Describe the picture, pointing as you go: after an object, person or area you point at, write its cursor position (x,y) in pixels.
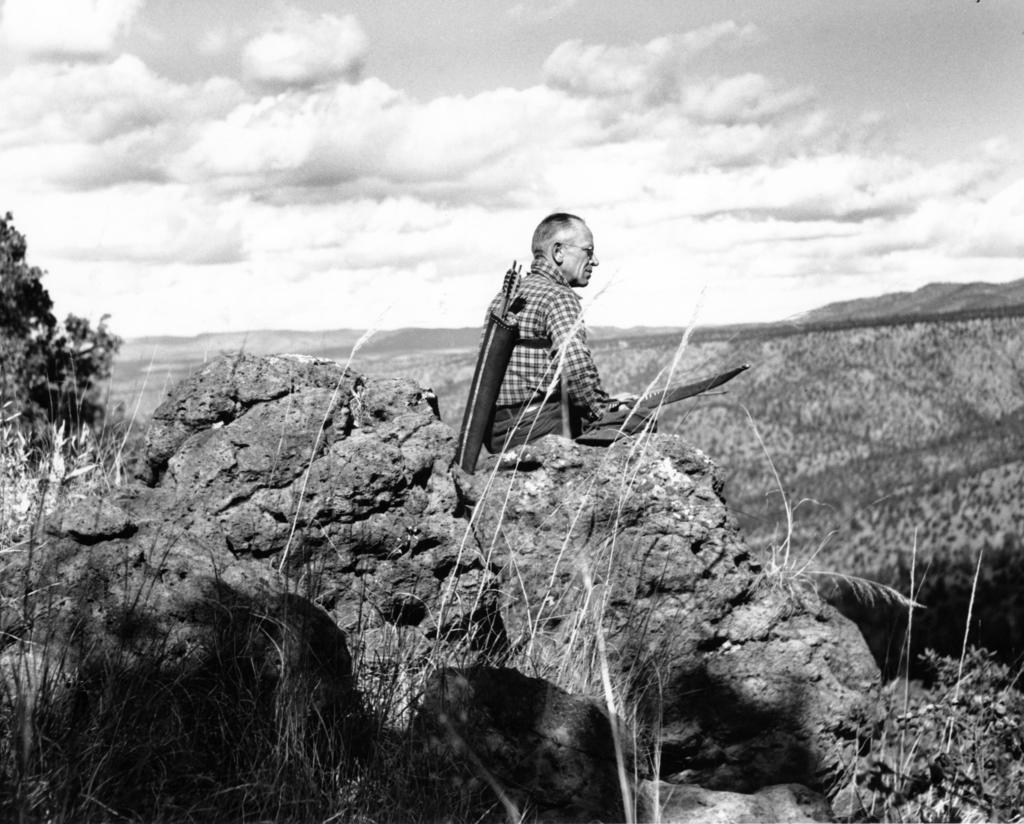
In this picture there is a man (524,311) sitting on a rock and carrying a bag (515,345) with arrows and holding a bow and we can see rocks (530,583), grass (134,813), tree (54,399) and plants (971,795). In the background of the image (909,144) we can see the sky (1004,279) with clouds (874,236).
